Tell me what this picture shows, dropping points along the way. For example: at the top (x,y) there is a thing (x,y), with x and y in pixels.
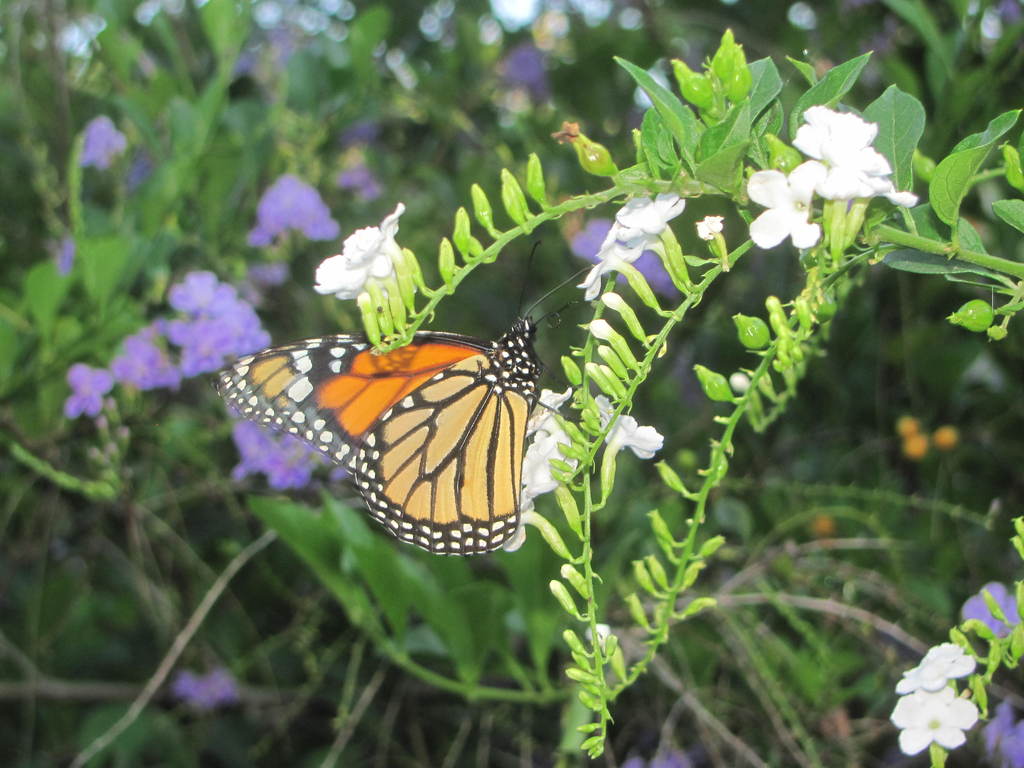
In this picture, there is a plant (784,167) with white flowers (873,156) and a butterfly (437,380). In the background (324,221), there are plants (216,277) with purple flowers (219,367).
